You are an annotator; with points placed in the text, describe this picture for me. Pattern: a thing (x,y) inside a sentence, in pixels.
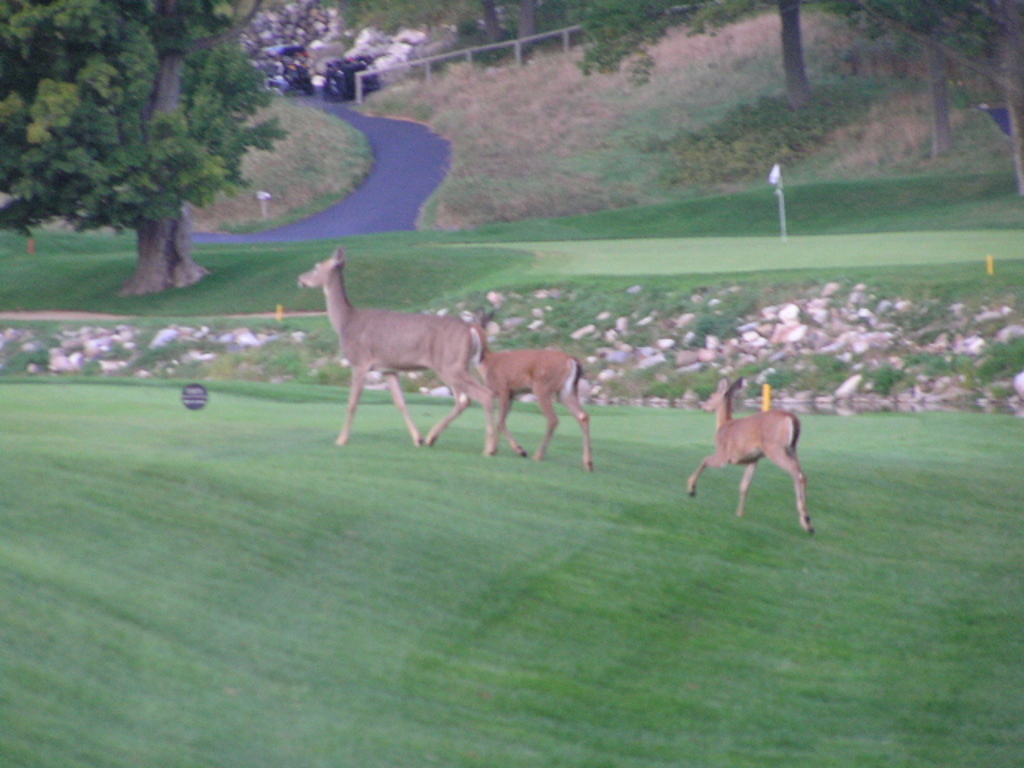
In this image there are animals (403,395) in the center (669,446) there is grass (333,590) on the ground (255,548) and there are trees (167,137) and the image is an unedited photo.
